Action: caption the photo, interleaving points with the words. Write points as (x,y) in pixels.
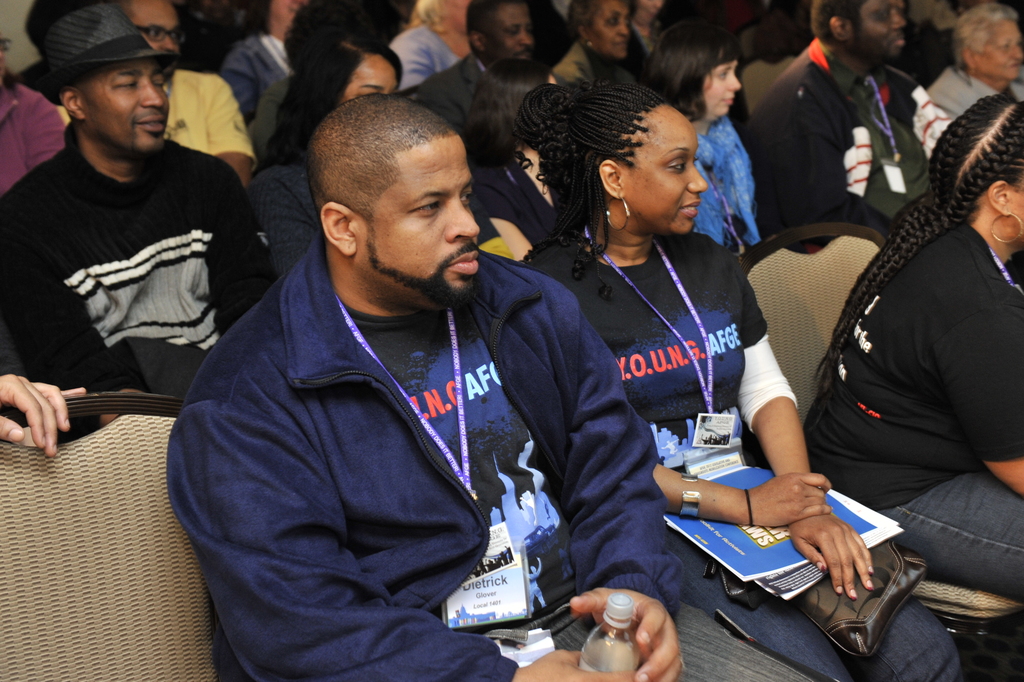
In the image we can see there are people (877,213) who are sitting on chair (178,589).
